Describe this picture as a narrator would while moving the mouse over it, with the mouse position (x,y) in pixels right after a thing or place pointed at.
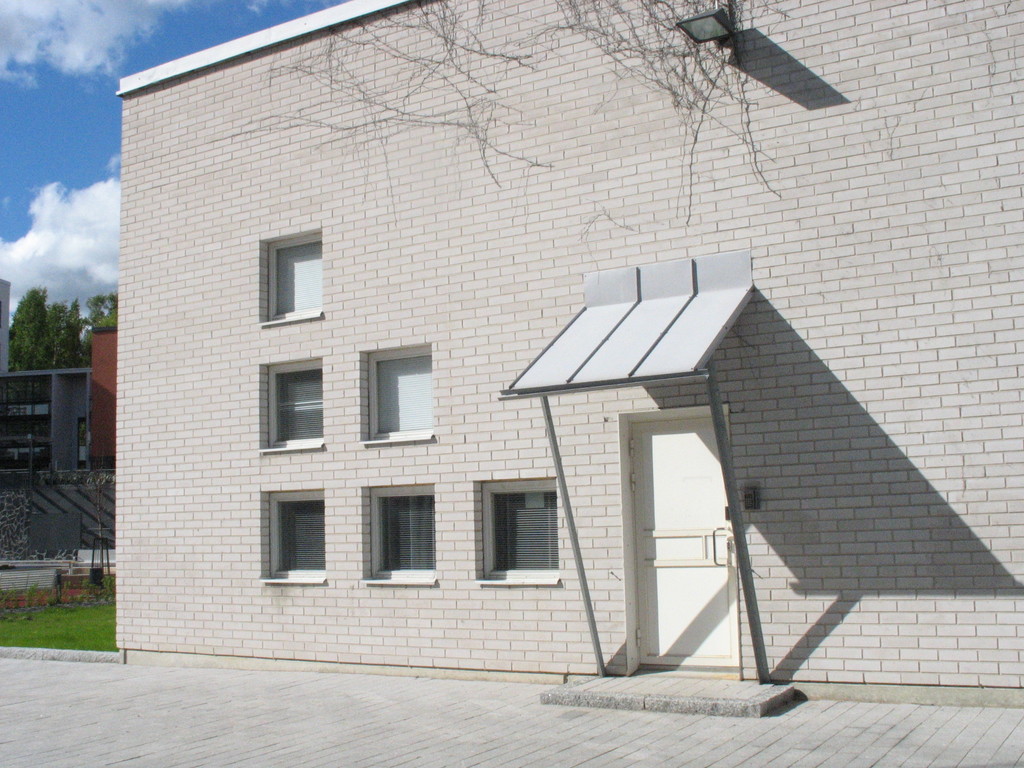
In this picture, it seems like a house structure (692,361) in the foreground (654,366), there are buildings (51,382), trees (52,345), grassland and the sky (81,285) in the background (53,351).
